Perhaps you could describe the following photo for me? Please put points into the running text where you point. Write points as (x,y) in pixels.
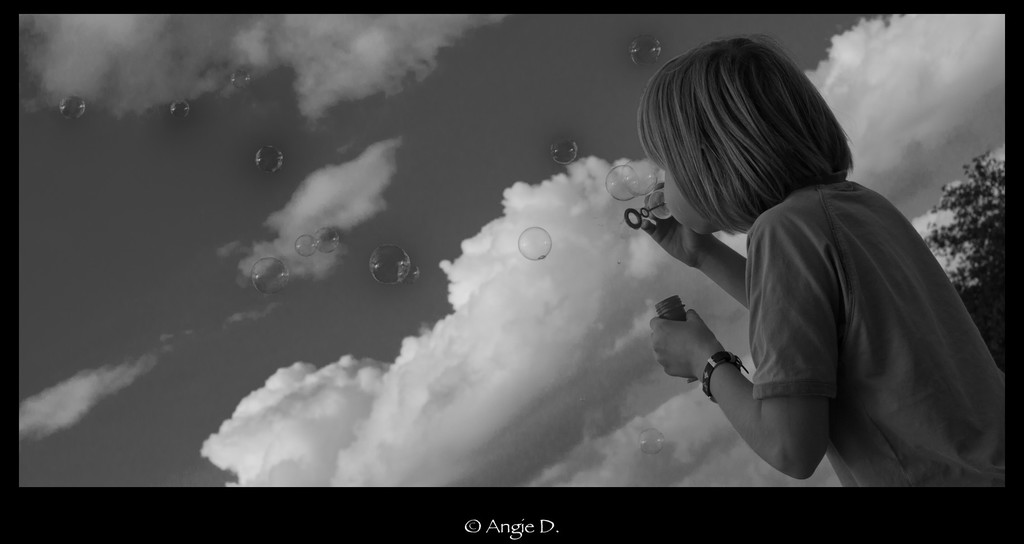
In this picture we can see a little girl (662,360) playing with a bubble blower toy (627,222). she is wearing a watch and a T-shirt (816,252). Her hair (727,87) is short and below the picture it is written ANGIE D. This picture is a black and white picture.
